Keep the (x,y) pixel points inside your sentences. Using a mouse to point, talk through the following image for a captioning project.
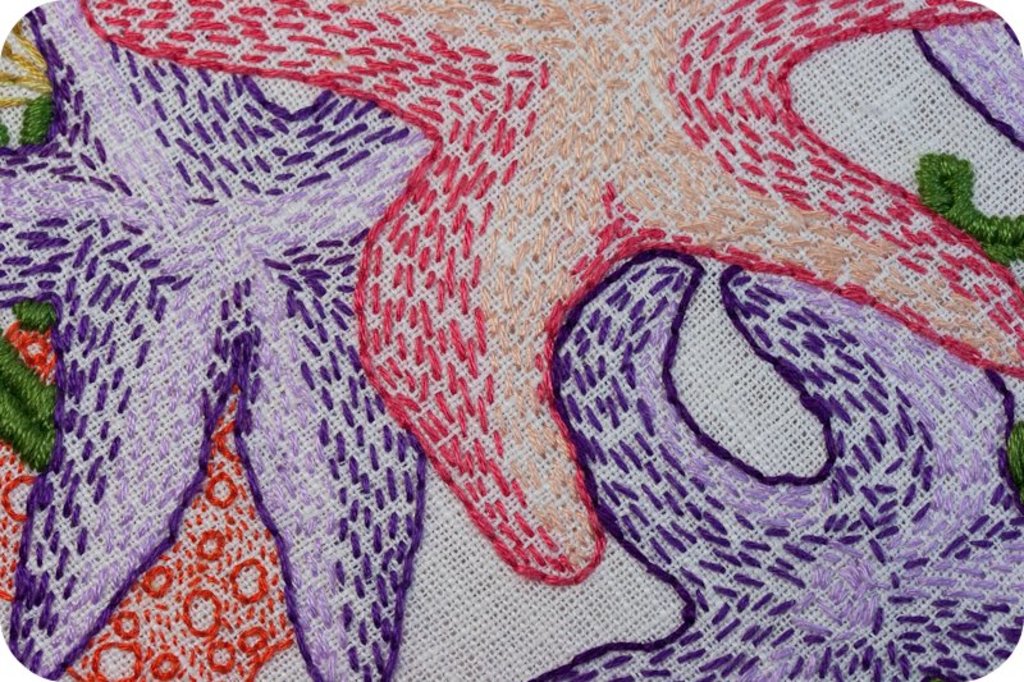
In this image, we can see embroidery (547,294) on the cloth (545,423).
